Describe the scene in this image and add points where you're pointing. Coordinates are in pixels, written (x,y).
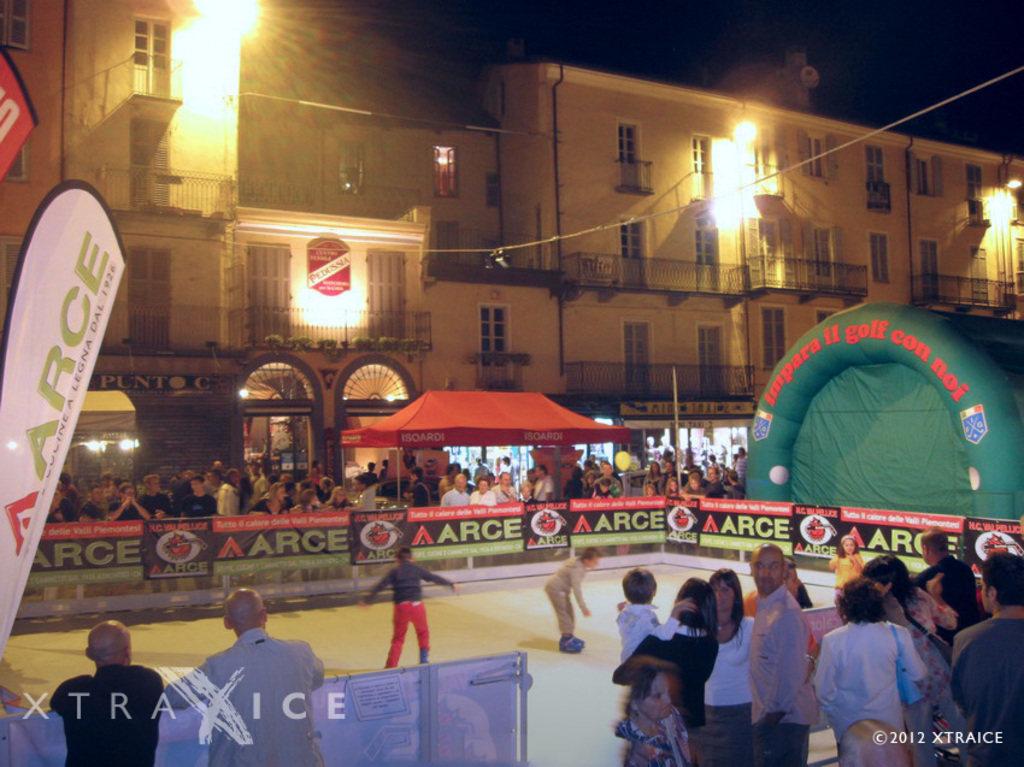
In this picture there are two persons (557,604) doing skating. Beside them I can see many people (682,751) who are standing near to the banner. In the background (727,289) I can see the building (936,302), tent (400,424), street lights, railing (287,317), doors (138,80) and windows (363,368). At the top (613,9) I can see the darkness (910,13). In the bottom left corner (205,706) there is a watermark (214,690).
